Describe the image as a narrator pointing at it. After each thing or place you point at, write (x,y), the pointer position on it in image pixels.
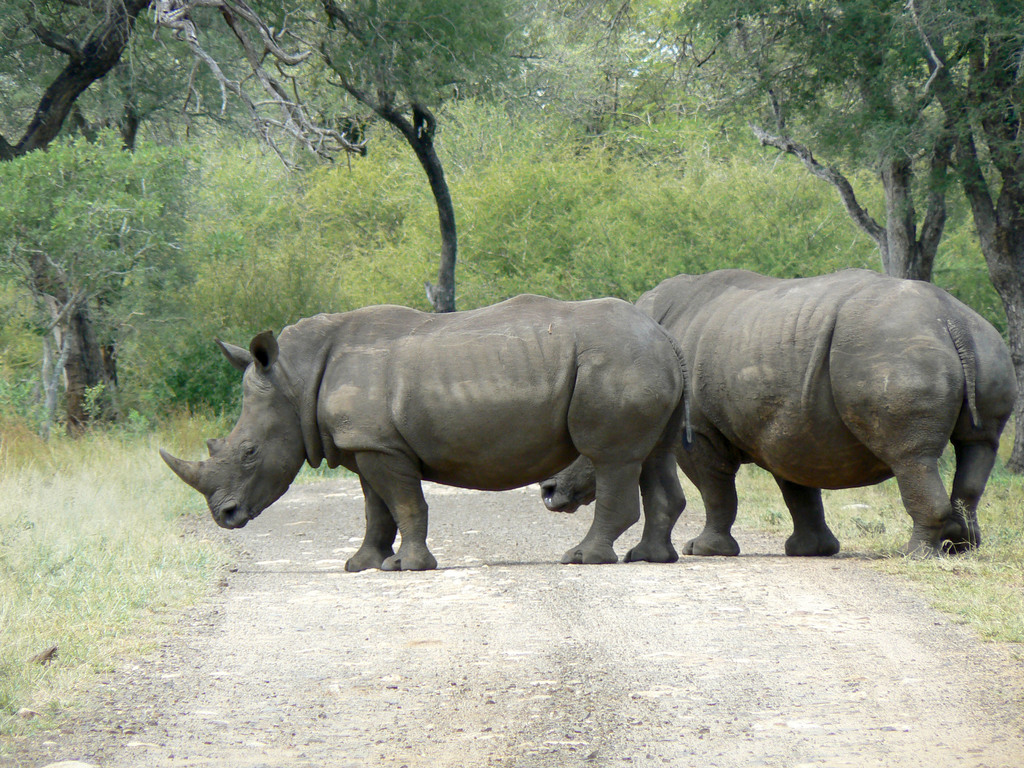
In this picture there are rhinoceros (507,484) in the foreground (980,374). At the back (232,185) there are trees (220,197). At the bottom (207,695) there is grass (156,495) and there is ground (481,694).
